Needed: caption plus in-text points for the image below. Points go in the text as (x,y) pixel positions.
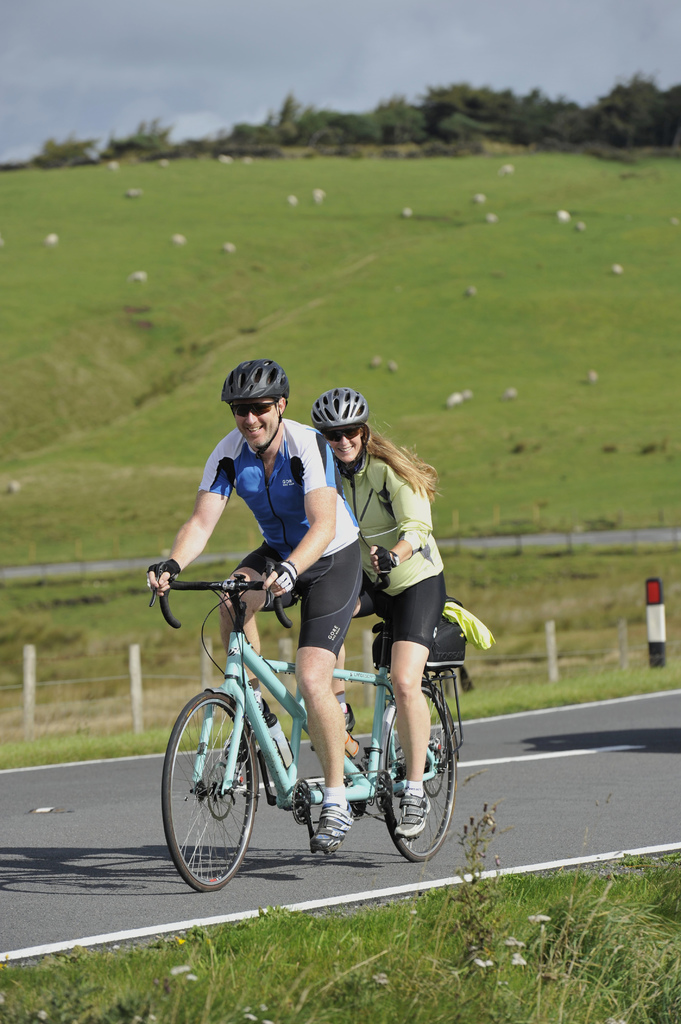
In this picture we can see man (252,480) and woman (349,451) wore helmet (329,409) and smiling and riding bicycle (450,775) on road (544,759) beside to this we have grass (558,570), fence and in background (336,49) we can see sky (481,67), trees (649,88).
